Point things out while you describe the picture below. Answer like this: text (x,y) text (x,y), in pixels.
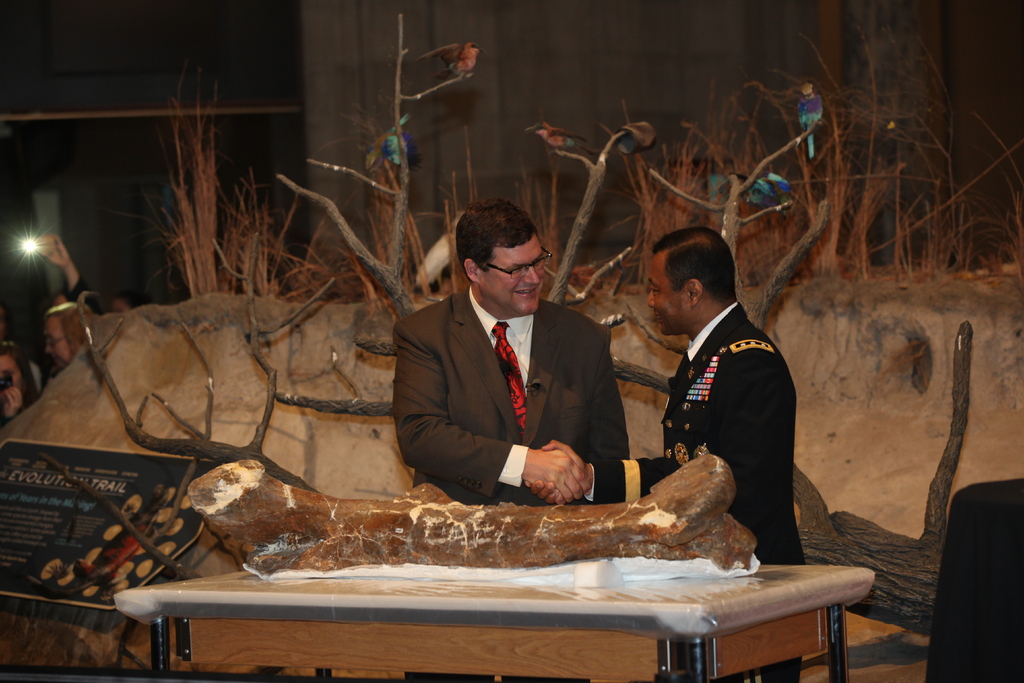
In the picture we can find a two men (594,384) standing near the table (224,648). On the table (209,656) we can see a bone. In the background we find some dried trees (644,379) and dried grass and some people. One person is holding a light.
